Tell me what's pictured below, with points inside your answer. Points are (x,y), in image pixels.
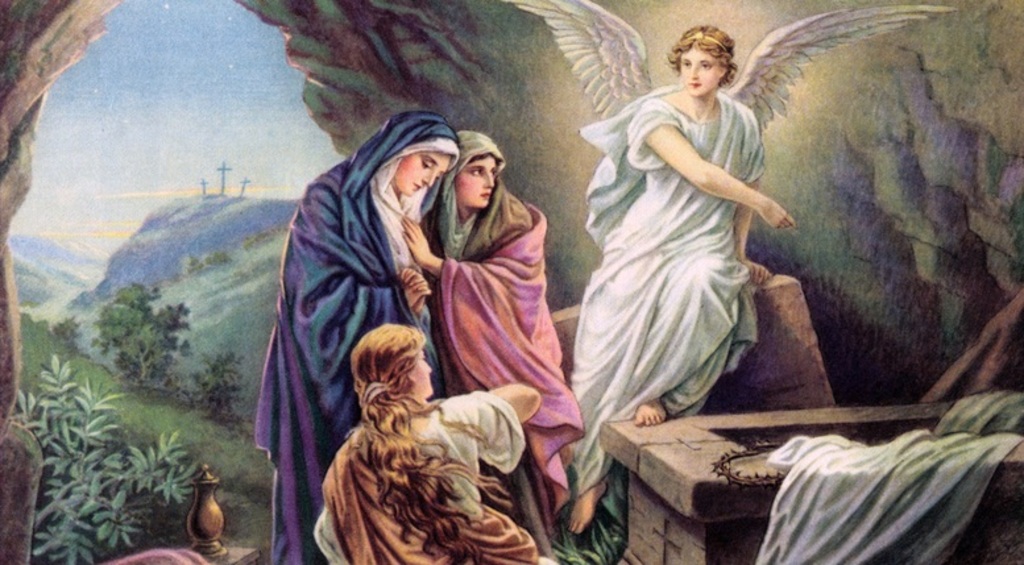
In this picture I can see a poster (566,452) and I can see few people (674,271) and trees (146,303) and I can see poles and a cloudy sky (231,146).
